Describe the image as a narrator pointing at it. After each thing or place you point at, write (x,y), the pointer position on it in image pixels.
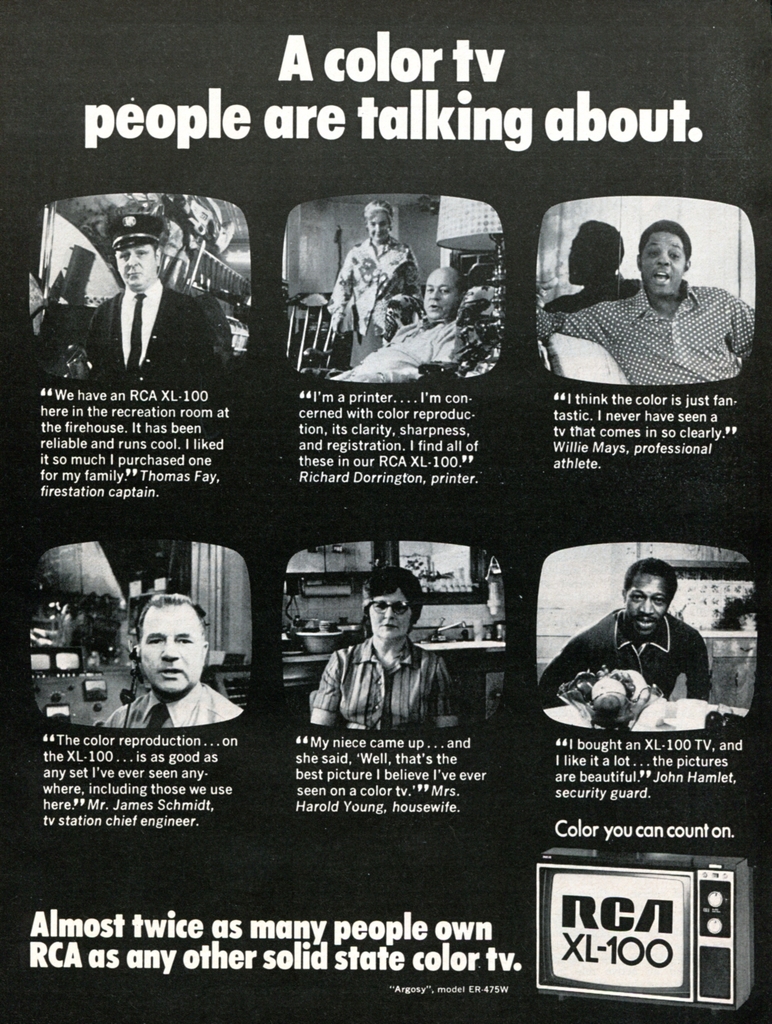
In this picture, it seems like a collage poster (474,475) and text (474,475).
